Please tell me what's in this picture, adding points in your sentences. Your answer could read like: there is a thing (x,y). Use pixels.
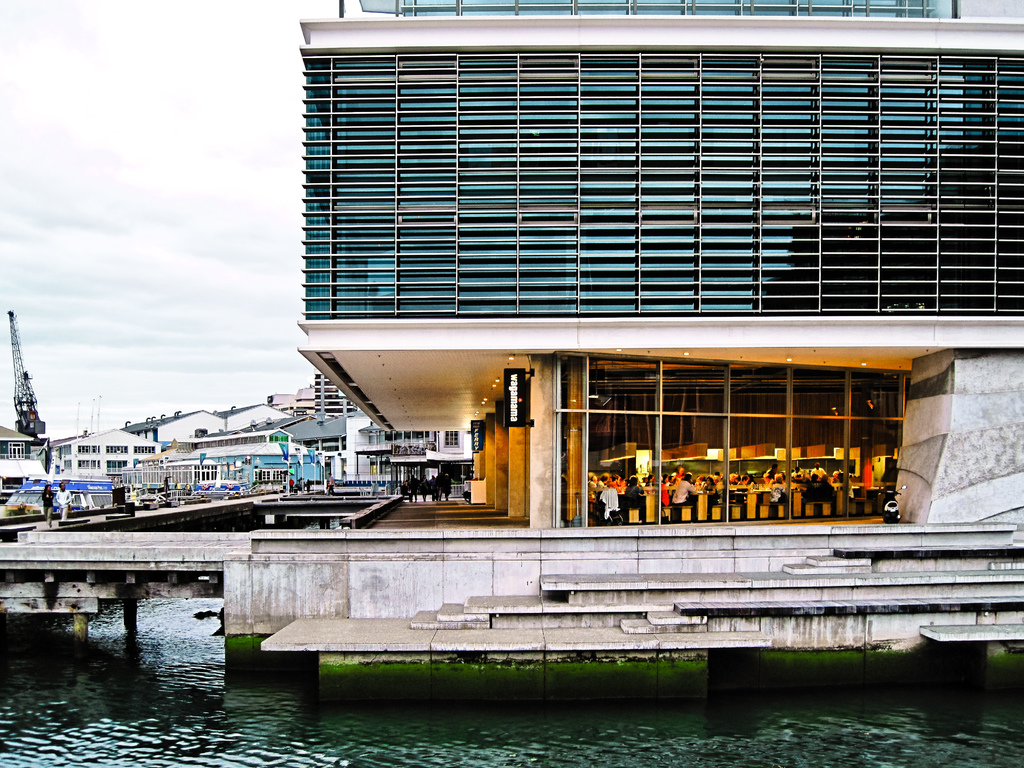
In this image we can see group of people (817,490) sitting on chairs (687,508) inside a building (493,464) on the water (54,637). Some persons (51,520) are walking on the path (75,517). In the background (329,467) we can see group of buildings (147,468), crane (30,389) and sky (117,338).
